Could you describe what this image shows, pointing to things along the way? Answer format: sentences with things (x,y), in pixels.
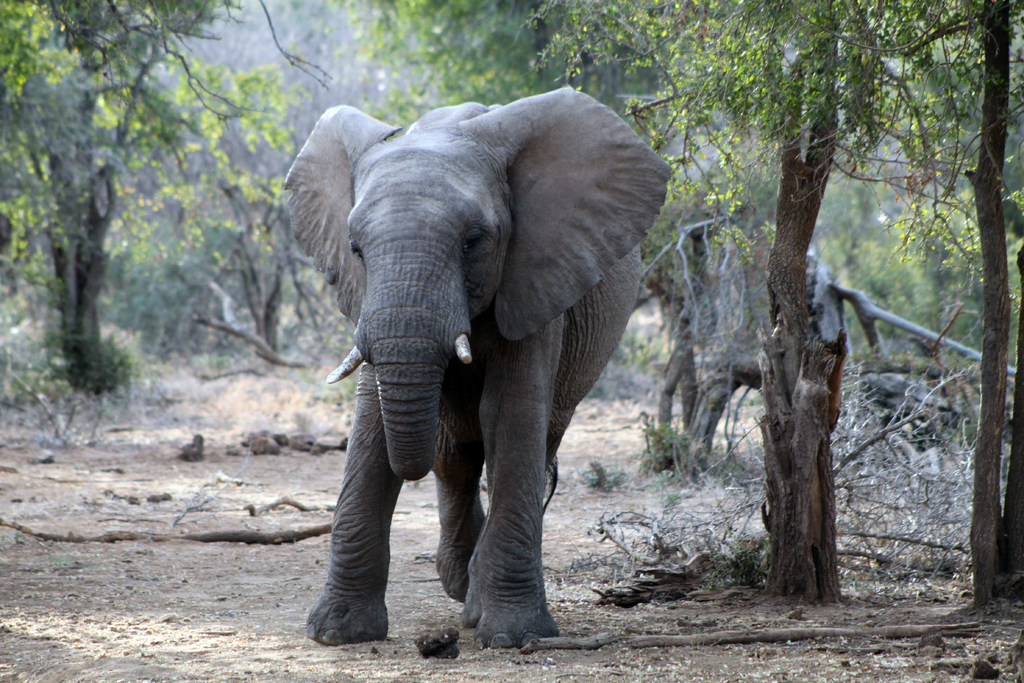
In the front of the image (440,309) there is an elephant (506,511). In the background of the image (134,29) there are trees (130,135), branches (856,405) and rocks (343,441).
